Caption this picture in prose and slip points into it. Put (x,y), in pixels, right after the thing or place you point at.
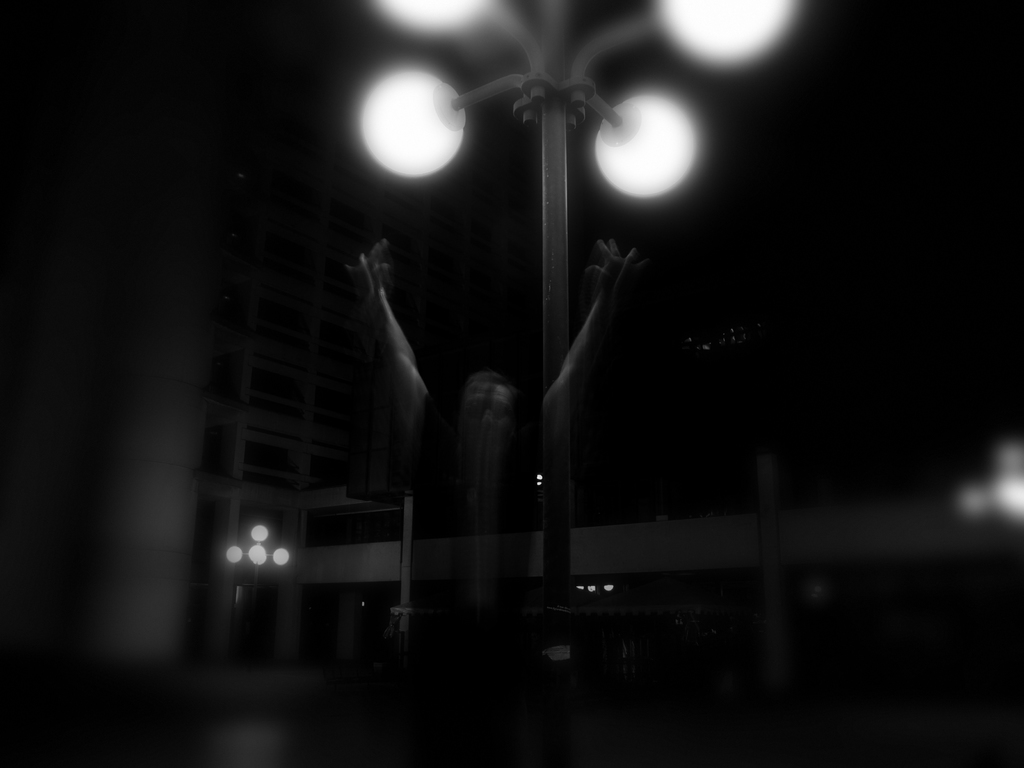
This is a black and white picture. I can see a soul (404,365), there are lights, poles (569,49) and there is a building (95,369).
